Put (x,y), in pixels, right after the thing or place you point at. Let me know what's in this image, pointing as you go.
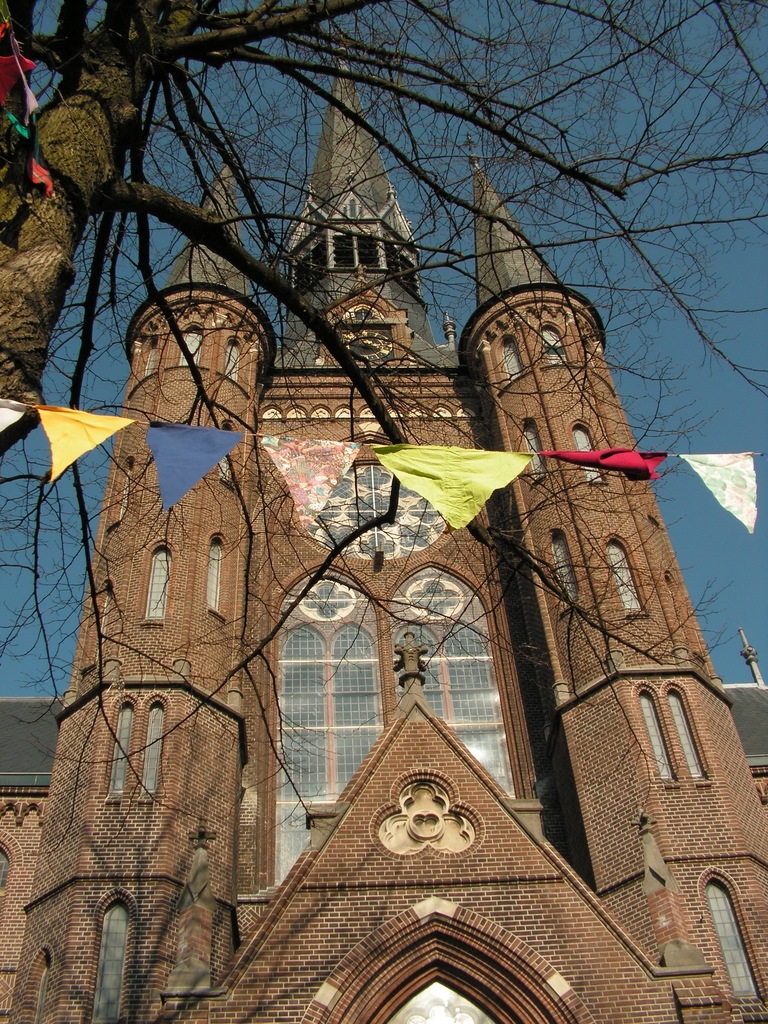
In this picture I can see a building (437,693) in the middle (304,486) and the paper (87,412), on the left side (196,328) there is a tree (439,15). At the top (475,134) there is the sky (474,136).
